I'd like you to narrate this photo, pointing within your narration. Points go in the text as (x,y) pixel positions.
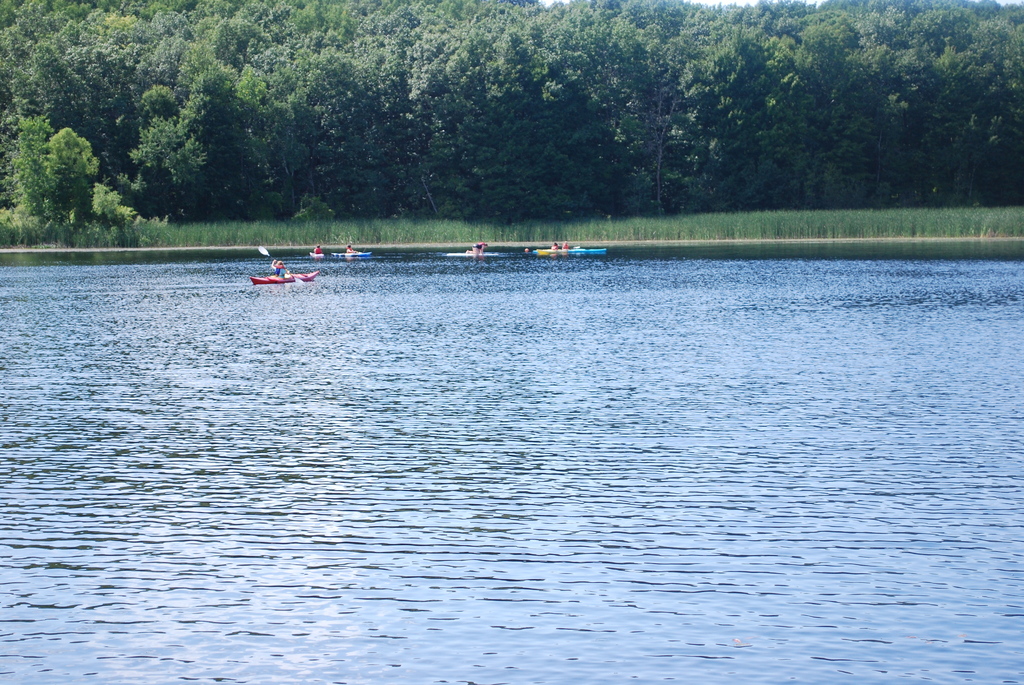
In this image we can see a lake (701,516). There are many trees (613,103) and plants (1007,219) in the image. There are few people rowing the boats (310,275).
